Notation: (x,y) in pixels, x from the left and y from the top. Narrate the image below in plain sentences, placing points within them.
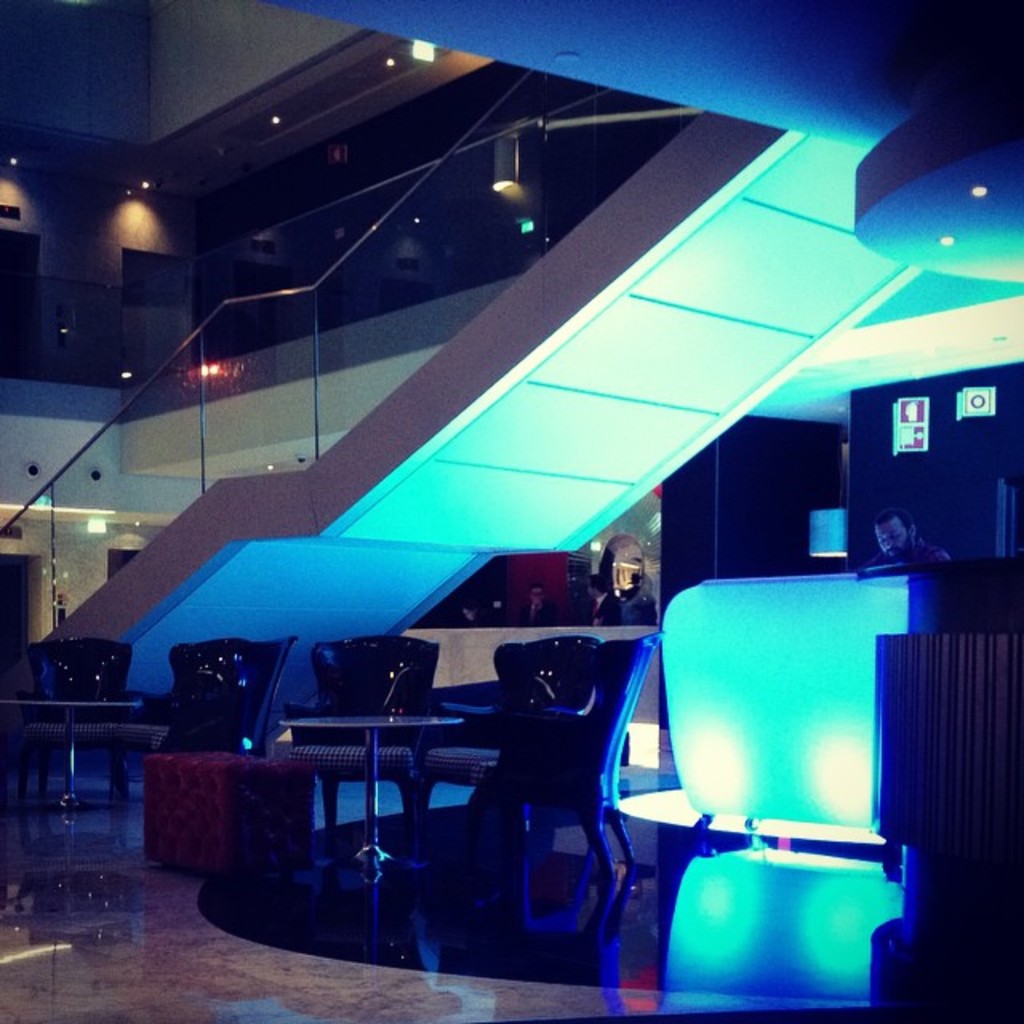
Lights (387,62) are attached to the ceiling (349,106). Here we can see people (923,558), chairs (556,653) and tables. These are sign boards (916,448).
